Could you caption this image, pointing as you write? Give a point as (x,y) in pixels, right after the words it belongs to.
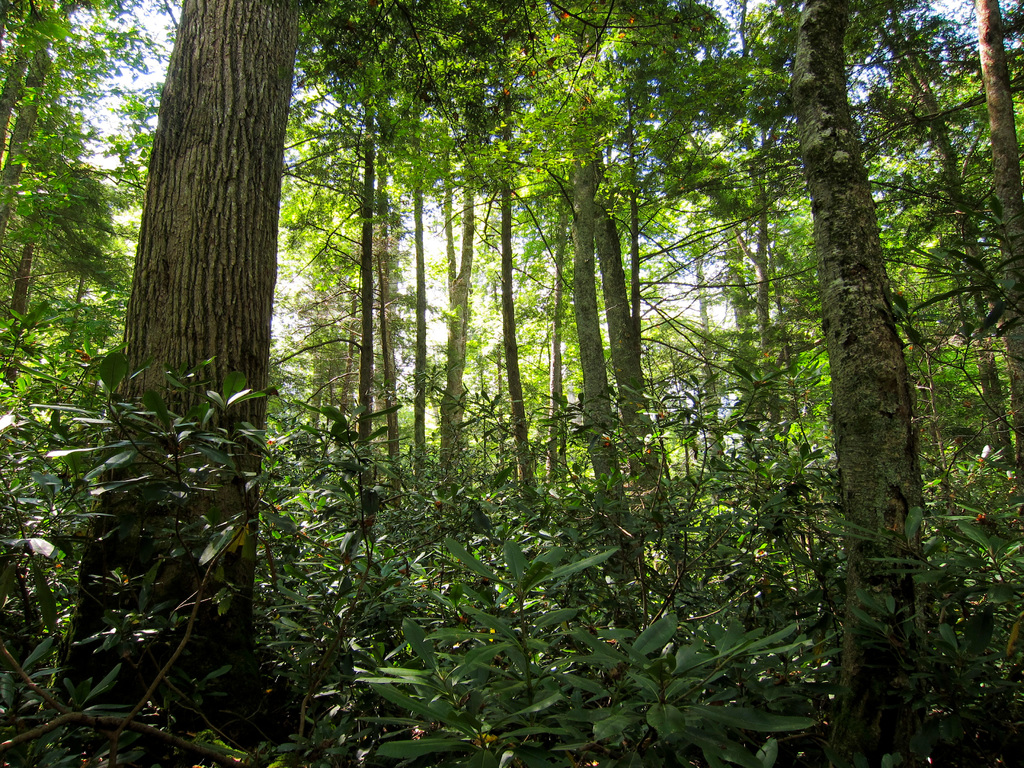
In this image we can see some trees (448,399) and plants (466,587), in the background (409,284), we can see the sky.
